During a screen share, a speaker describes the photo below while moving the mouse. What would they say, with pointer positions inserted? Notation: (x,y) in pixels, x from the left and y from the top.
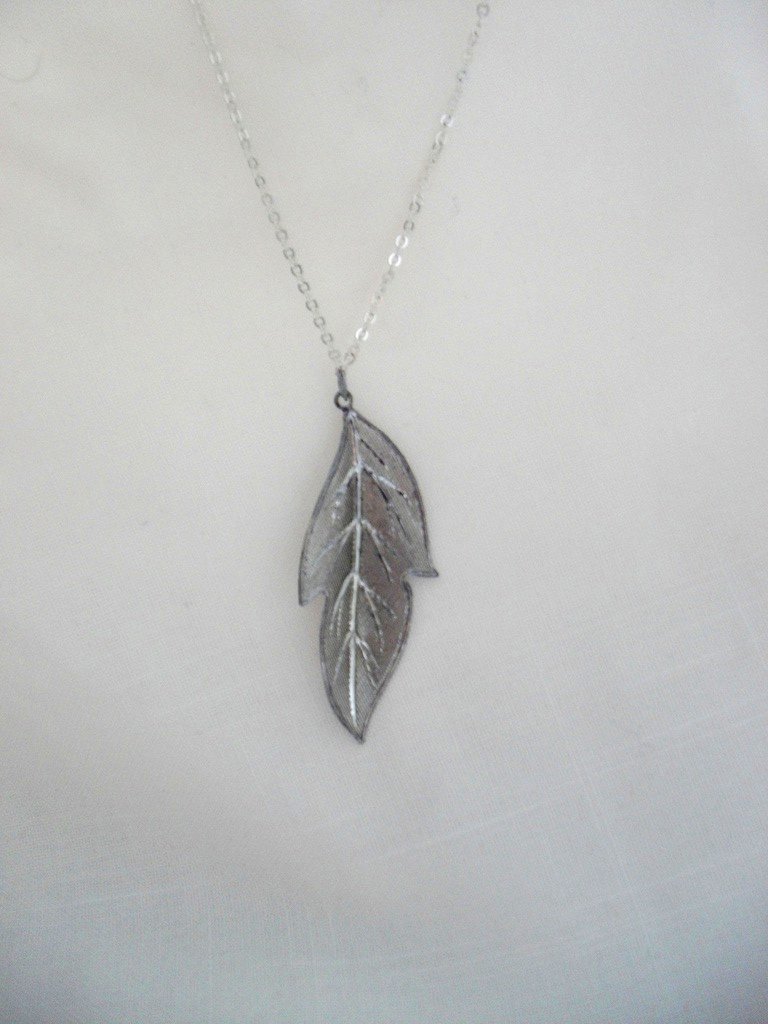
Here we can see a pendant (385,515) and a chain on a white platform (301,469).
